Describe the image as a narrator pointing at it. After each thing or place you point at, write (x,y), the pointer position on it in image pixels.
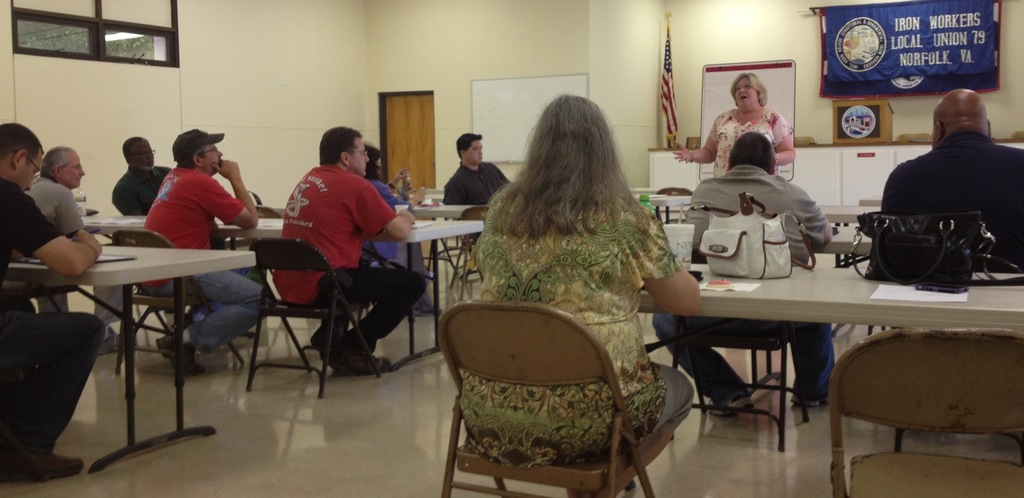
There are a few people (1008,165) who are sitting on a chair (292,249) and paying attention to this person (717,128). There is a woman (713,150) standing in the right side (778,158) and she is talking. This is a flag (668,114) which is on the top right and here we can see bags (768,267) which are kept on this wooden table (874,302).
